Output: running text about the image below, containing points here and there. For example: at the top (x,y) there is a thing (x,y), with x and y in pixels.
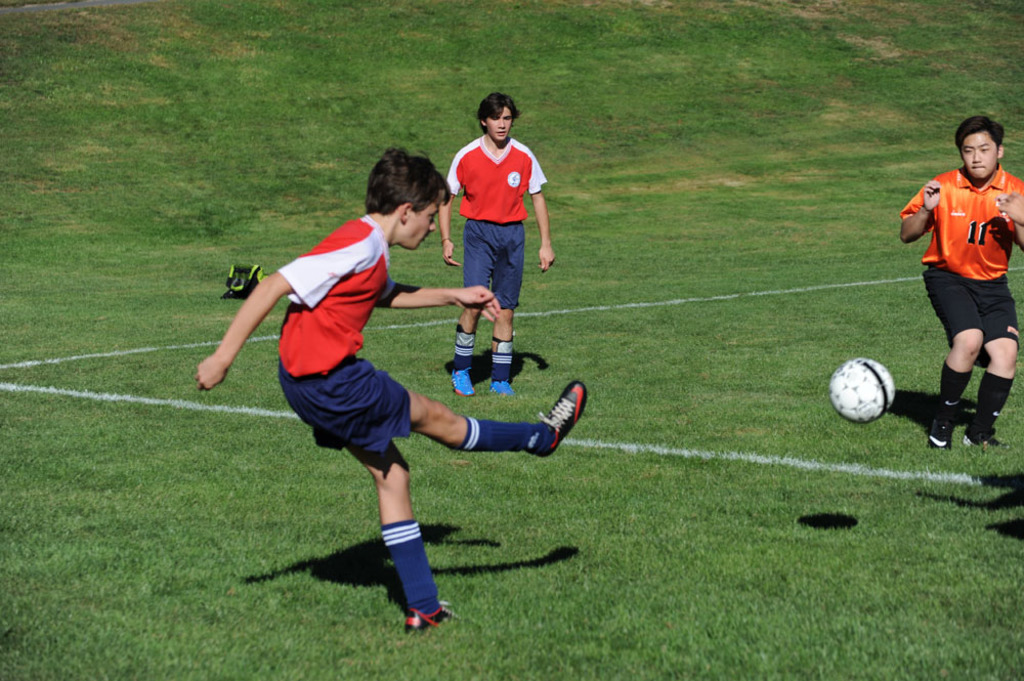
In this picture there are boys (430,223) in the center (378,399) and on the right side of the image (966,223), they are playing and there is grassland (287,27) around the area of the image.
